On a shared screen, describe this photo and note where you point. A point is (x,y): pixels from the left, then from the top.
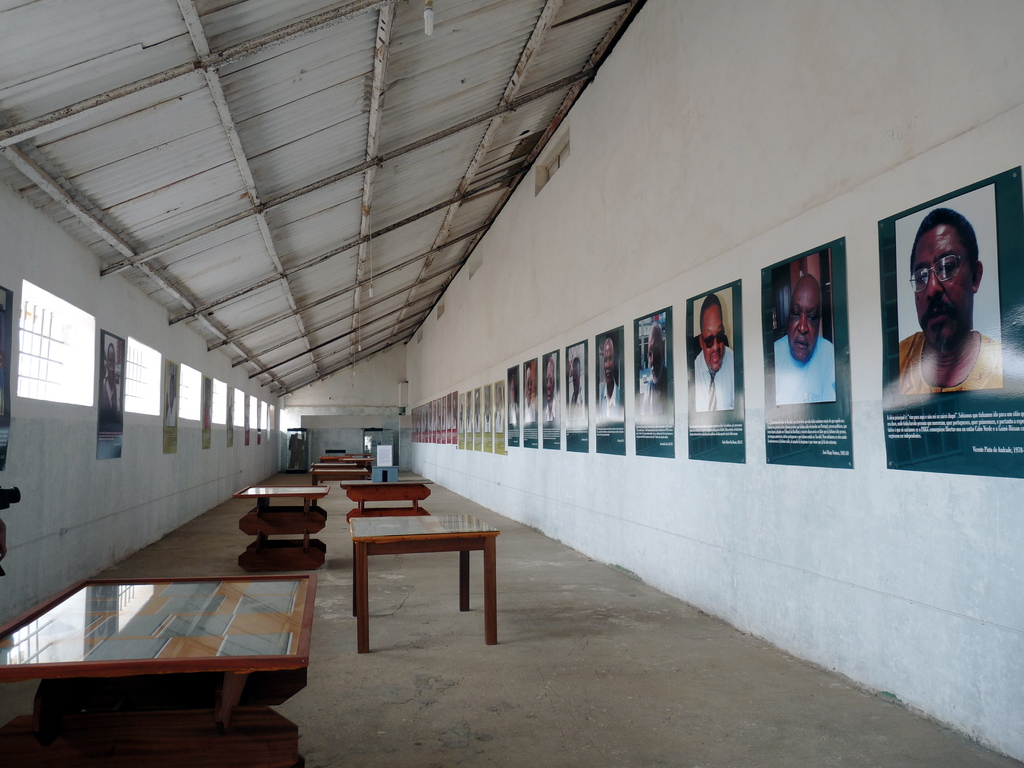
This is a room (335,702), in this room (304,591) we can see some table (274,519) and some pictures (571,373) attached to the wall (241,444) and at the background of the image (341,395) there is also wall (323,389).
